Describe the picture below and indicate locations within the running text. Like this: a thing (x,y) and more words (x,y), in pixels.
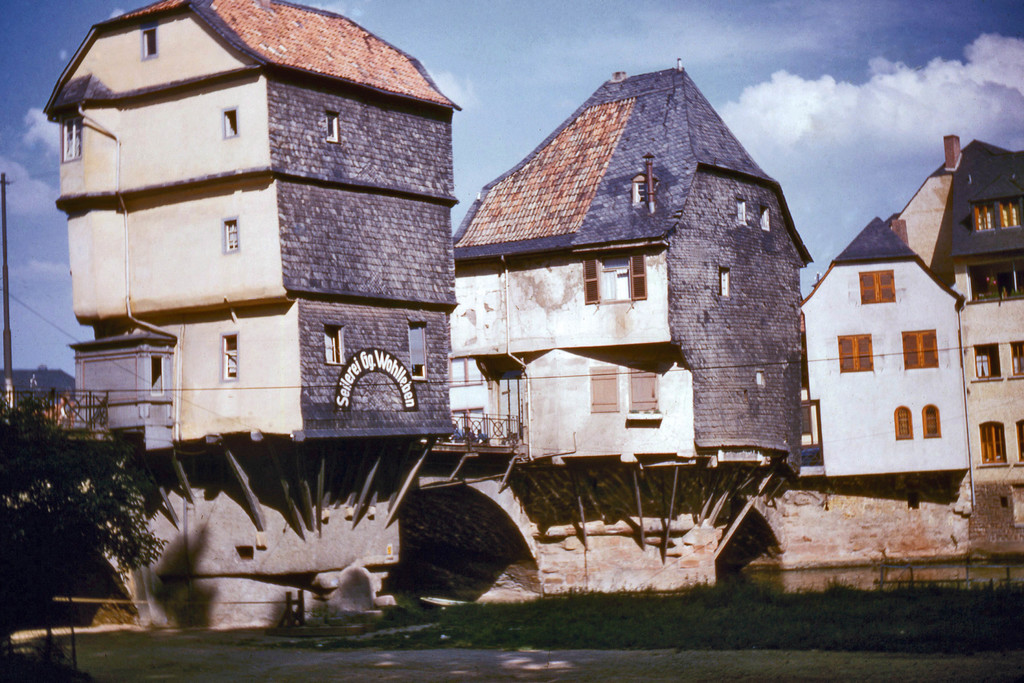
In this image there are few buildings (473,343). Left bottom there is a tree (51,571). Beside there is a road (474,660). Right bottom there is grassland (642,614). Top of image (758,77) there is sky (815,98) with some clouds (865,104). Left side (9,380) there is a pole (6,314).
